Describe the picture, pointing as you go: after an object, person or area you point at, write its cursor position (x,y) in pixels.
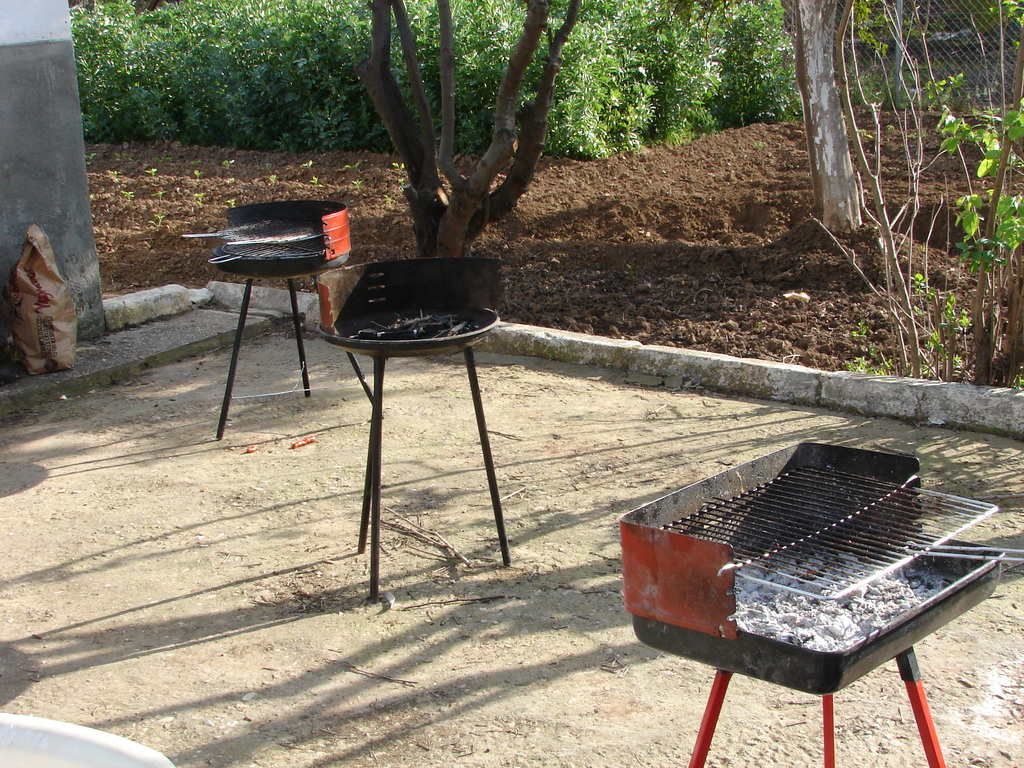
In the picture there are three outdoor barbecue grill racks (365,526) on the ground (304,518) and behind them there is a soil surface (585,207), there are few trees (403,15) and plants (718,89).
